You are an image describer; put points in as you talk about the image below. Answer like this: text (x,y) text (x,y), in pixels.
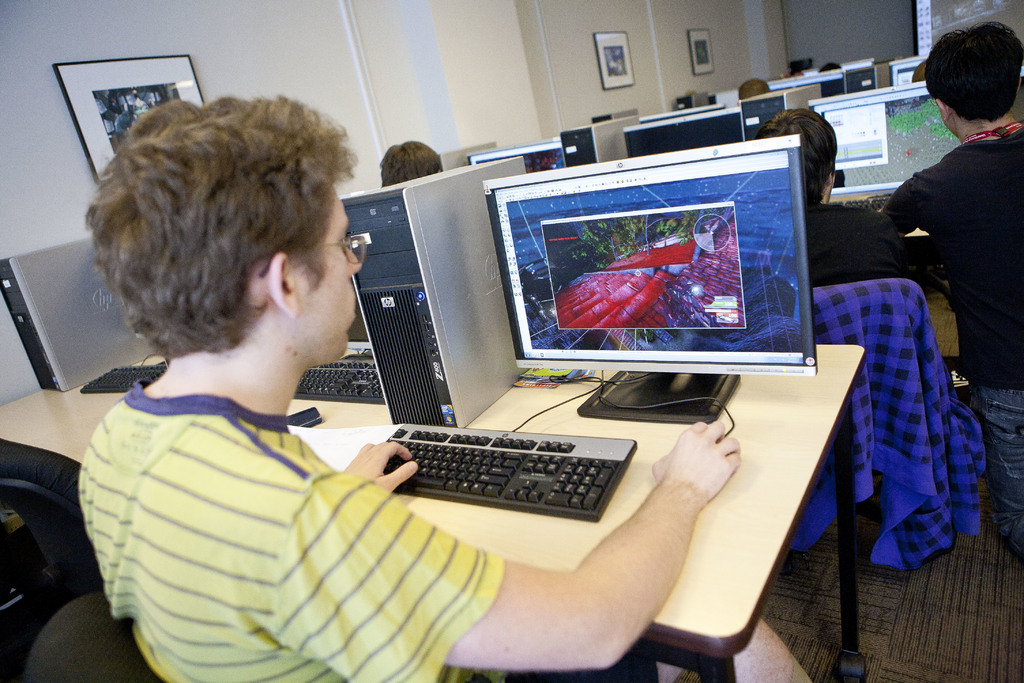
Bottom left side of the image (118,576) a man (309,191) is sitting and looking in to a screen (589,325). Behind him there is a table (537,406), on the table (354,415) there is a keyboard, CPU (47,338), screen (723,222), mouse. Behind them few people (956,107) are sitting and there are some screens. Top left side of the image (128,50) there is a wall (54,83), on the wall (54,83) there are some frames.
